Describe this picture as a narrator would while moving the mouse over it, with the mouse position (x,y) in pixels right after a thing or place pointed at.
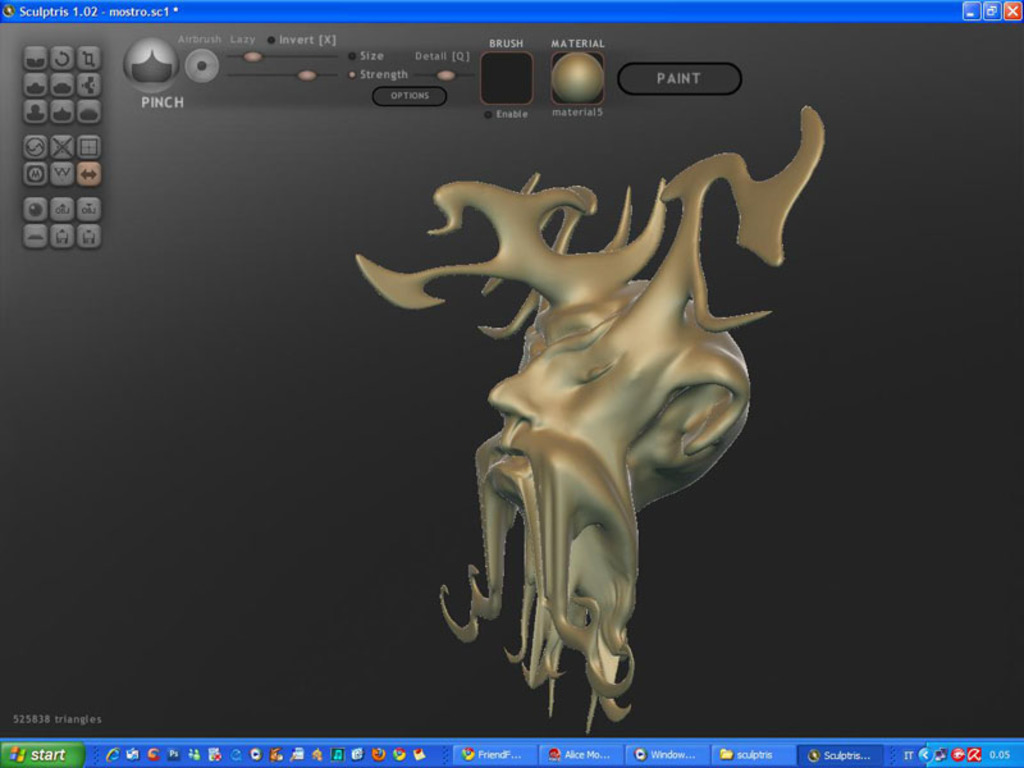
In this image we can see a screen (246,93) with icons (72,155) and an image (663,378).
